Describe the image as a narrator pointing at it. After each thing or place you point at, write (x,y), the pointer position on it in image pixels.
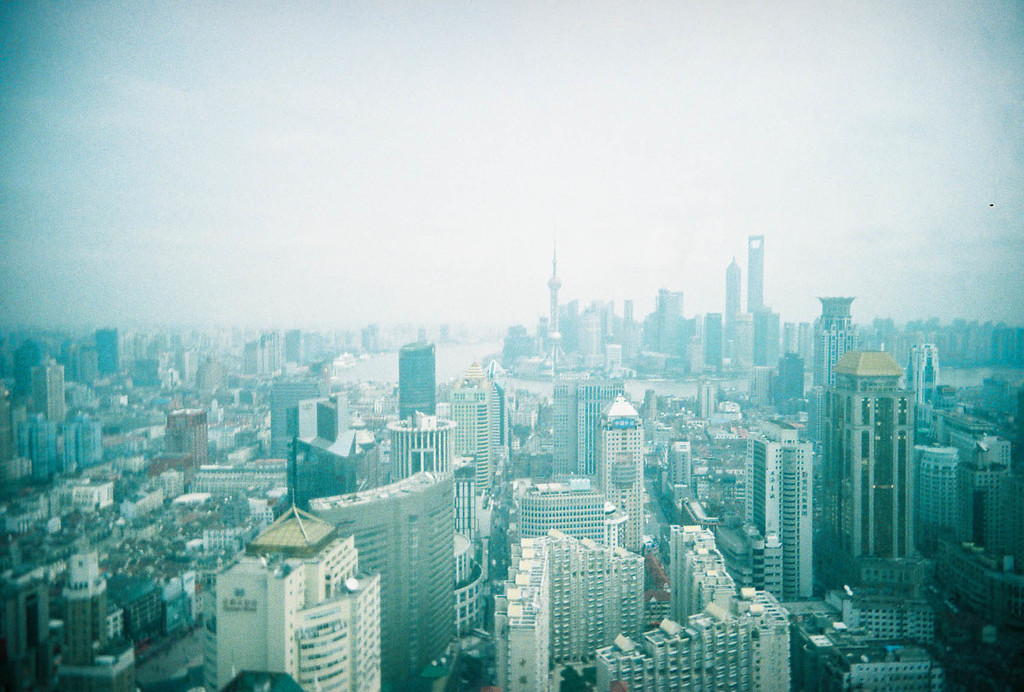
In this image we can see a group of buildings (439,544), some towers (447,538), a water body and the sky (226,240) which looks cloudy.
